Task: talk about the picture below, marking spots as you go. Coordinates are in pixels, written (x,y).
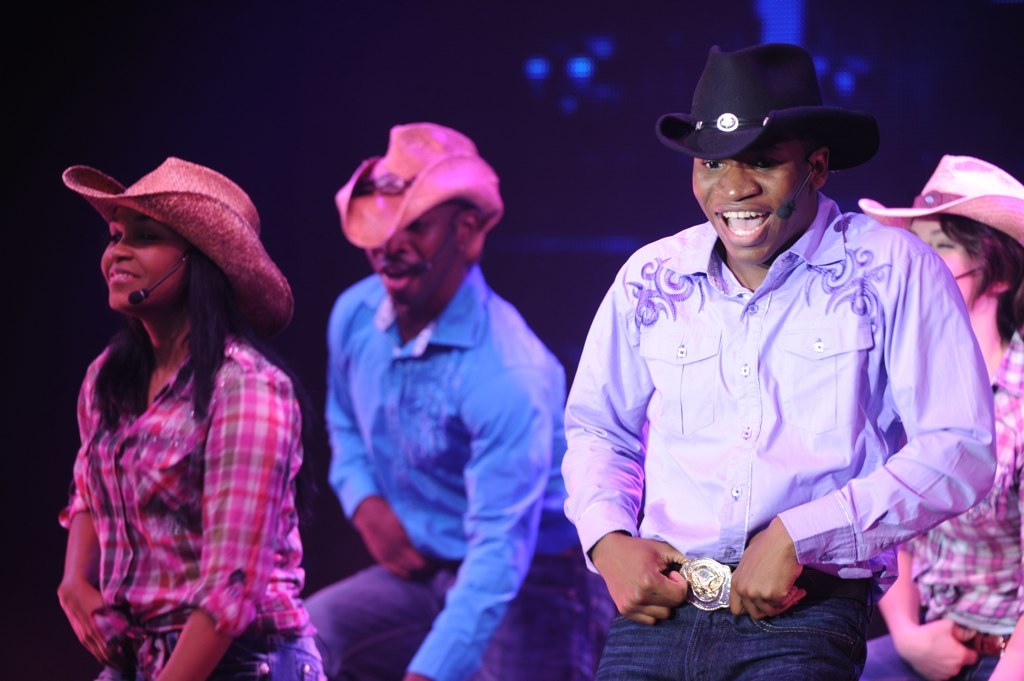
In the image there are four people (740,386), it looks like they are dancing and the background of the people (464,213) is blur. They are wearing hats (876,204) and mics (811,175) around their heads (765,209).
